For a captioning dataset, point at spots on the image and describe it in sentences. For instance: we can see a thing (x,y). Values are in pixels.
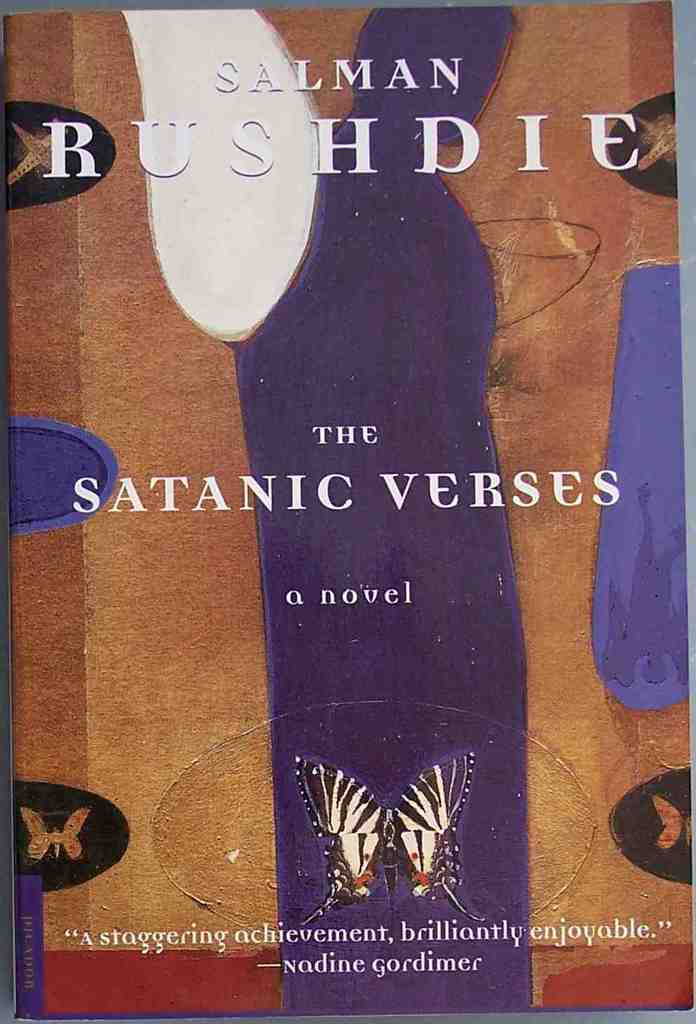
Here I can see a book (241,688) which is in brown color. On this I can see some text (522,486) in white color. It is looking like a novel (259,708). At the bottom of this book (370,848) I can see an image (365,829) of a butterfly (374,825).
